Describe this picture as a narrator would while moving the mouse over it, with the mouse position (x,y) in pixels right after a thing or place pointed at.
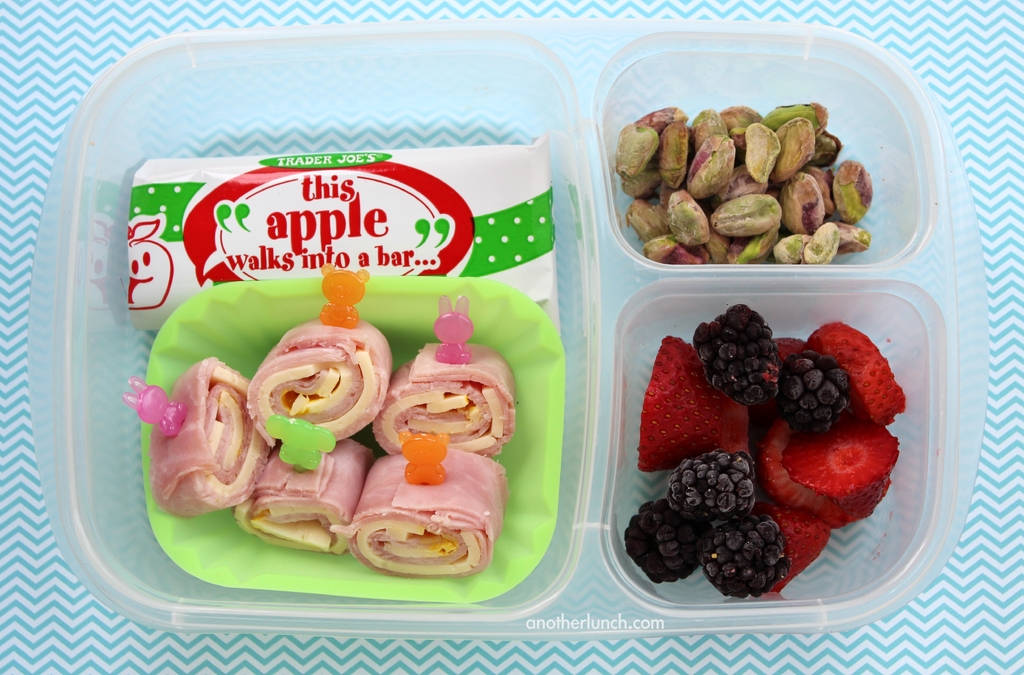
This image consist of food (322,329) which is in the box (185,110) in the center (422,251) and there is a paper object (361,206) which is in the box (280,203) with some text (327,193) written on it.
